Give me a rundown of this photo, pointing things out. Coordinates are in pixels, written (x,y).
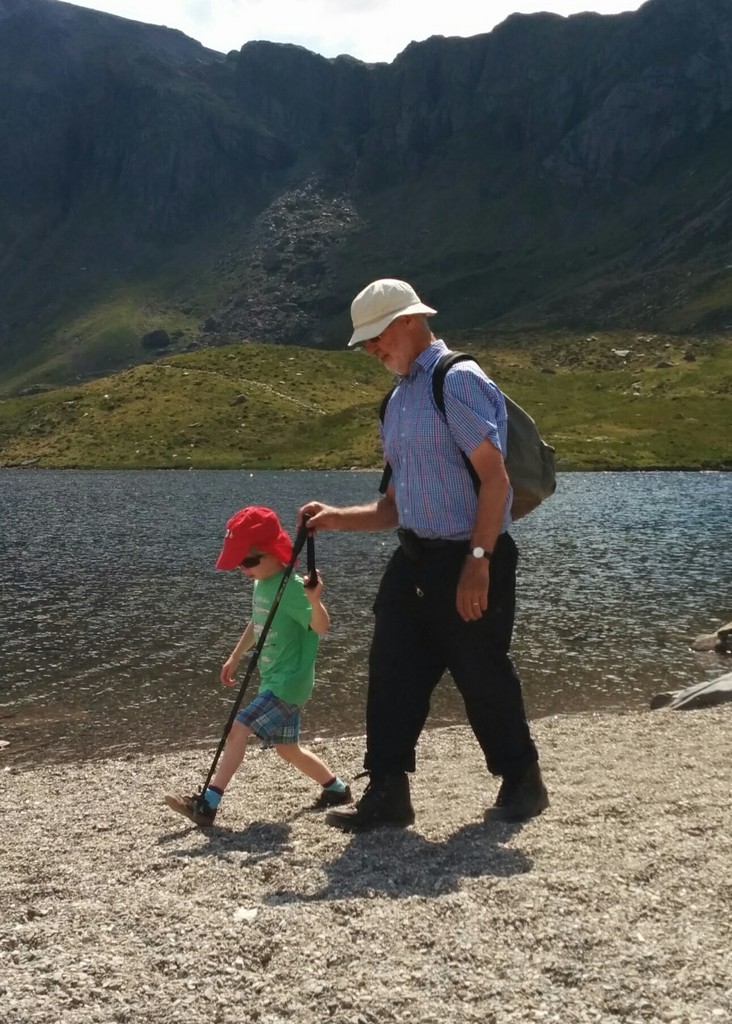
This image consists of an old man (439,649) and a kid (263,699) walking near the river (120,711). At the bottom (341,952), there is ground (284,920). In the middle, there is water (82,534). In the background (369,95), there are mountains (51,192) along with the grass (112,323).
